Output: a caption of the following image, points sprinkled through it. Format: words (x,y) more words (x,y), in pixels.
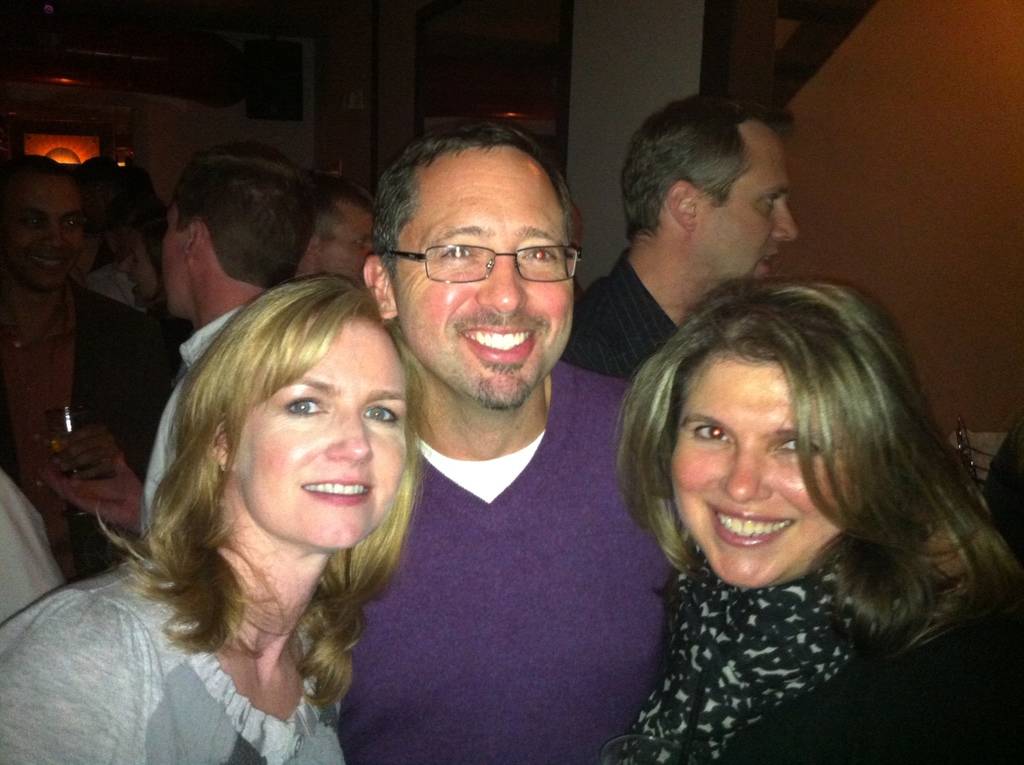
In this image I can see there is a man (468,235) and two women (137,669), in the background (130,181) I can see there are few others (148,207) and the rest is dark.
